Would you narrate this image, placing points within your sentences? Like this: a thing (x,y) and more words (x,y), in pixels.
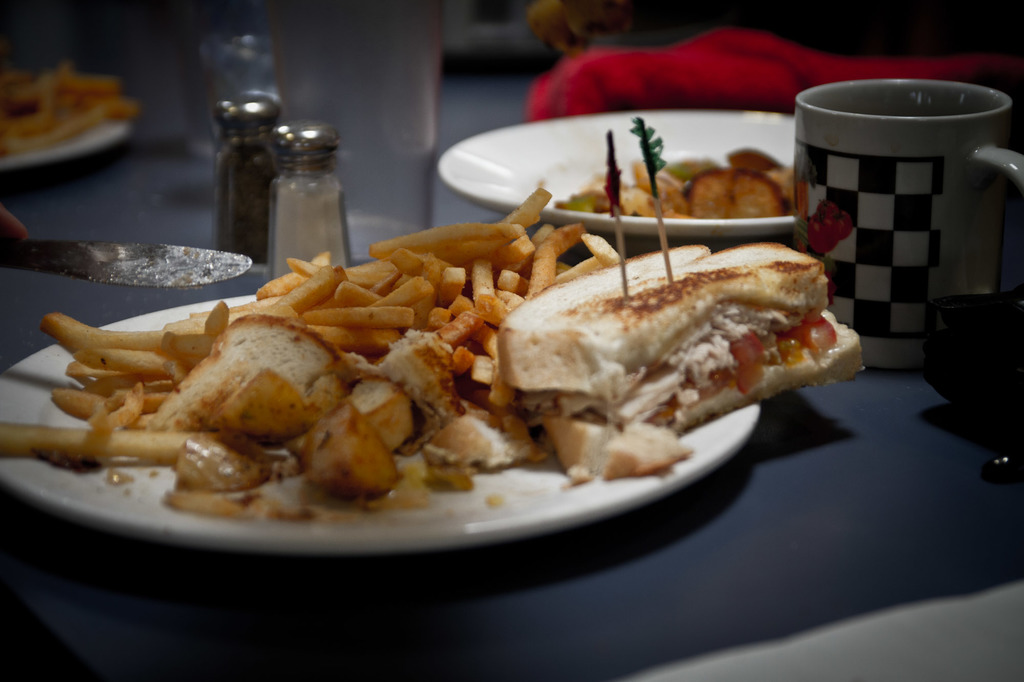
In this picture we can see plates (601,482) with food items (43,100) on it, cup (936,284), jars (311,177), knife (6,253), glass (342,92) and these all are placed on a platform (28,330).
